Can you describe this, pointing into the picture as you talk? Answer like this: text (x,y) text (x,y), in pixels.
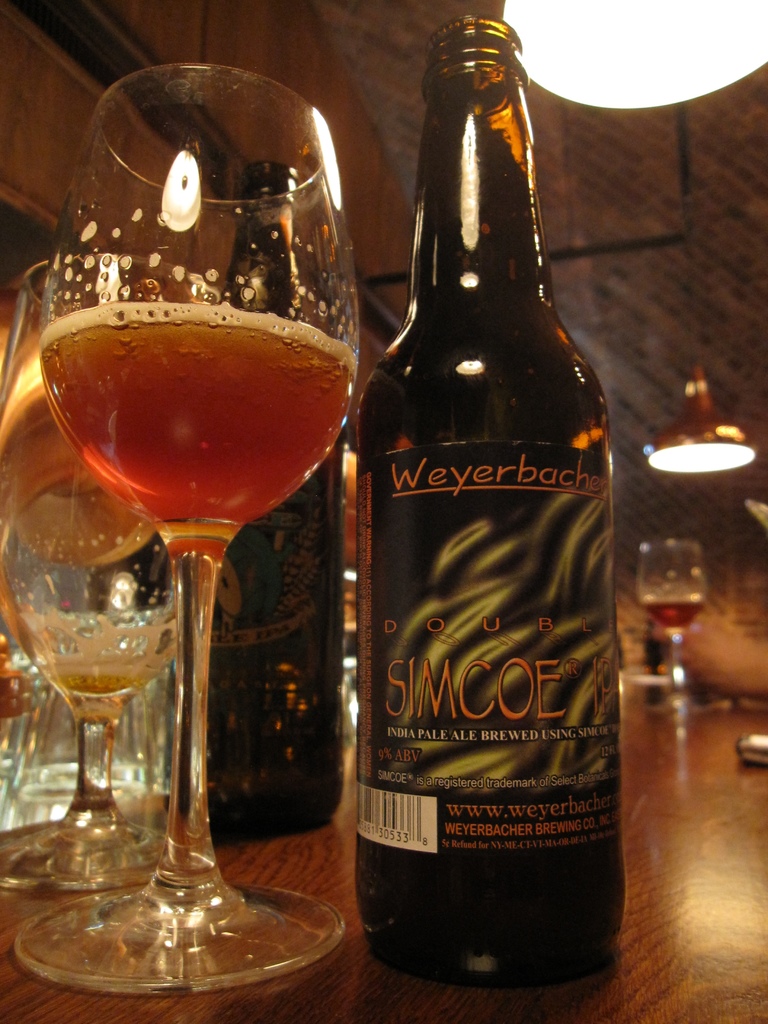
In this image there are group of beer bottles (418,312), group of wine glasses (197,927) on a table (265,1021), and in back ground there are lights (725,416).
